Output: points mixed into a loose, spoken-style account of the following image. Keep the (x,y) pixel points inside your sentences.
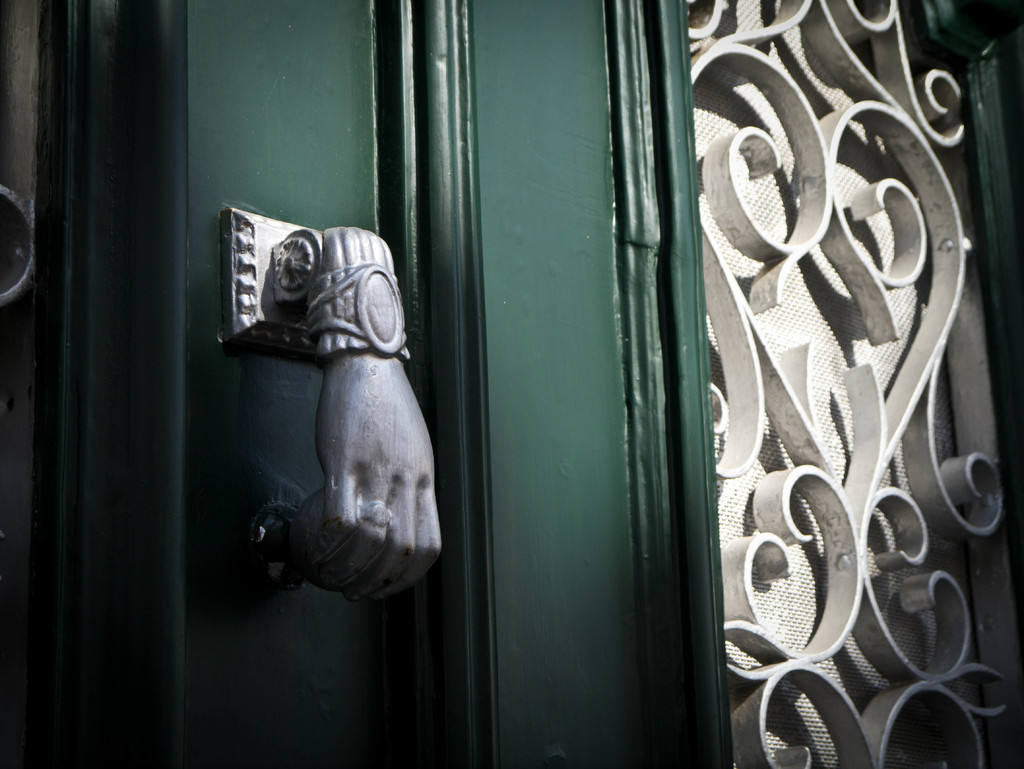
In this image we can see a door (280,464) with a handle (390,457) and a window (777,475).
